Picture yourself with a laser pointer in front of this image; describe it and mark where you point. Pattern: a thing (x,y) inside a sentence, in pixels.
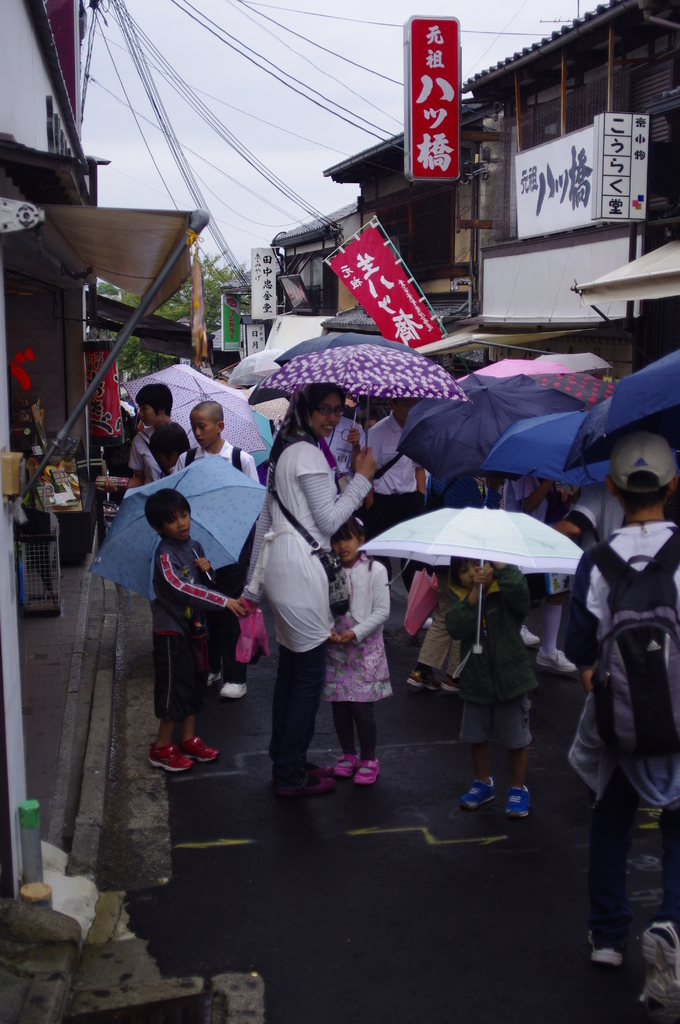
In this picture I can see people (380,567) standing on the surface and holding umbrellas (417,531). I can see the buildings (457,246) on the right side (542,253) and left side (60,310). I can see hoardings (378,261). I can see electric wires (286,46).
